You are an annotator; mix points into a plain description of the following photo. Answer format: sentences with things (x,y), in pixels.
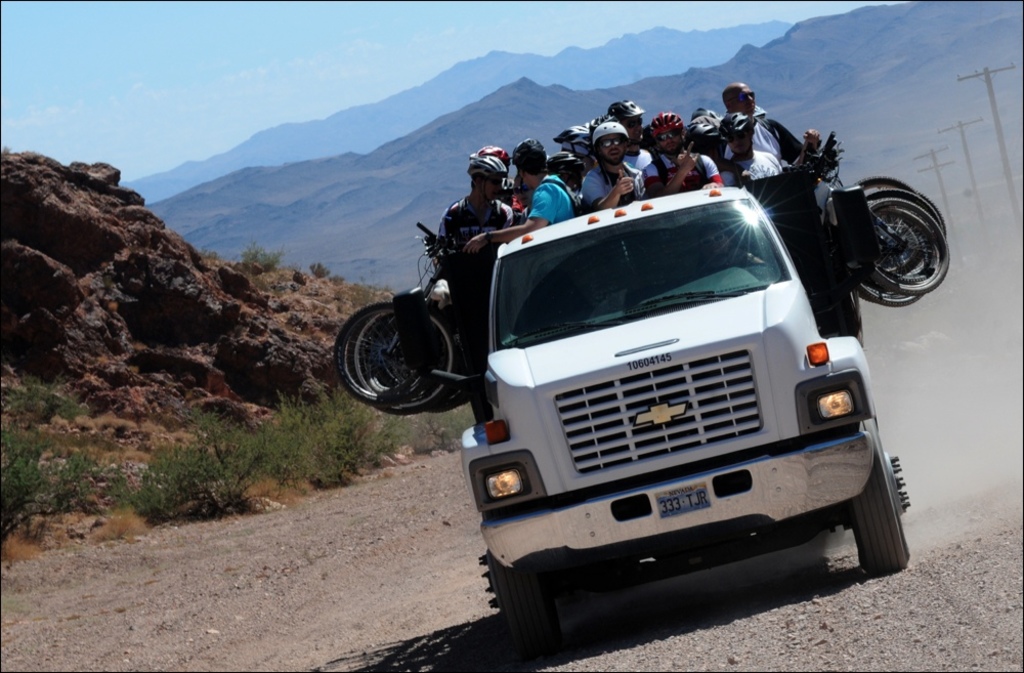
In the center of the picture (551,316) there is a truck (579,313), in the truck (592,227) there are people (633,147) and there are bicycles (818,159) hanging. On the left (191,475) there are plants (187,461), shrubs (214,502) and rocks (186,304). In the background (567,69) there are hills (582,100). On the right (935,154) there are current poles (999,120). Sky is sunny. At the bottom (310,577) there is soil (647,628).
